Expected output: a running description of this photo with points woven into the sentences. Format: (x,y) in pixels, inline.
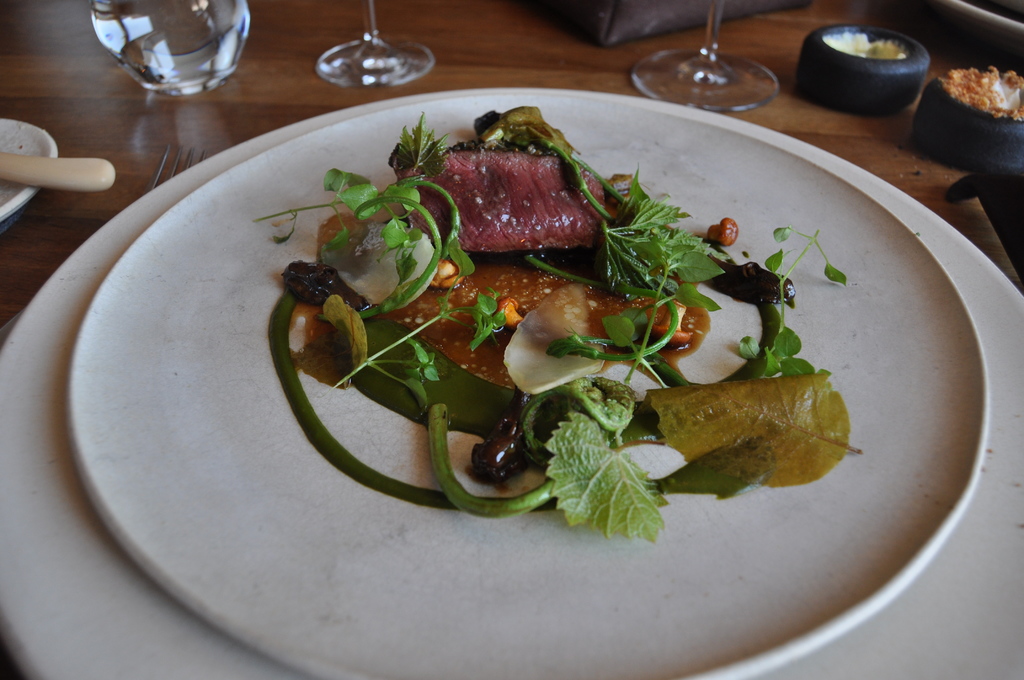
In this image we can see a food item (479,385) on the plate (672,658), there are glasses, and some objects (950,124) on the table (268,20).
